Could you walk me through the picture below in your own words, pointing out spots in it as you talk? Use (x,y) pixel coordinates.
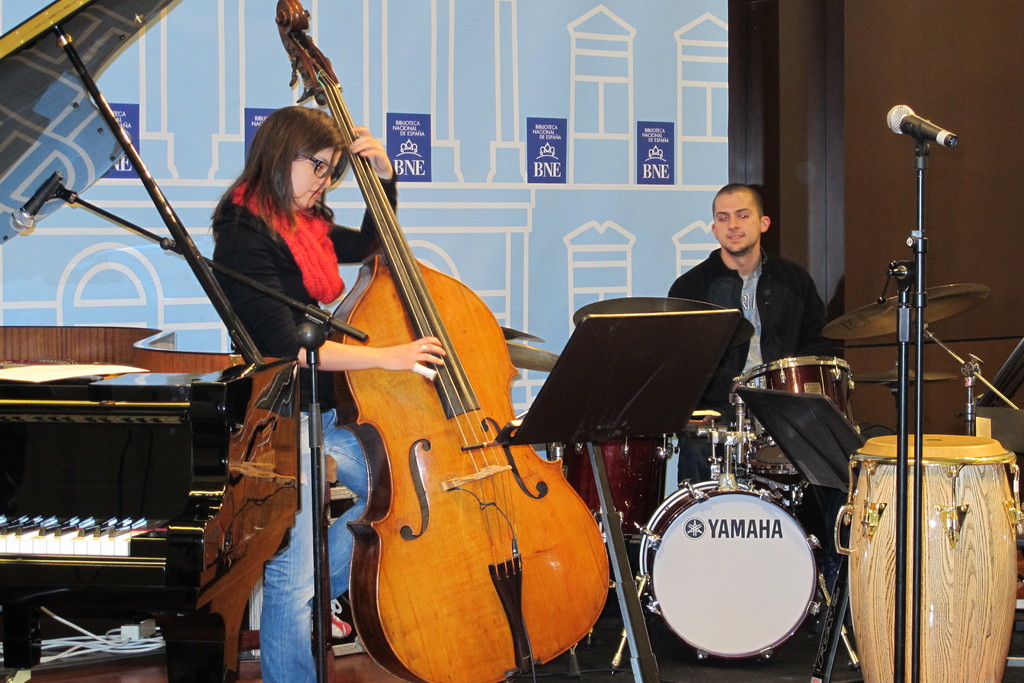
Here we can see a woman (301,166) is standing and playing double bass (433,397), and at side a person (770,253) is sitting and playing drums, and here is the piano (82,424).
